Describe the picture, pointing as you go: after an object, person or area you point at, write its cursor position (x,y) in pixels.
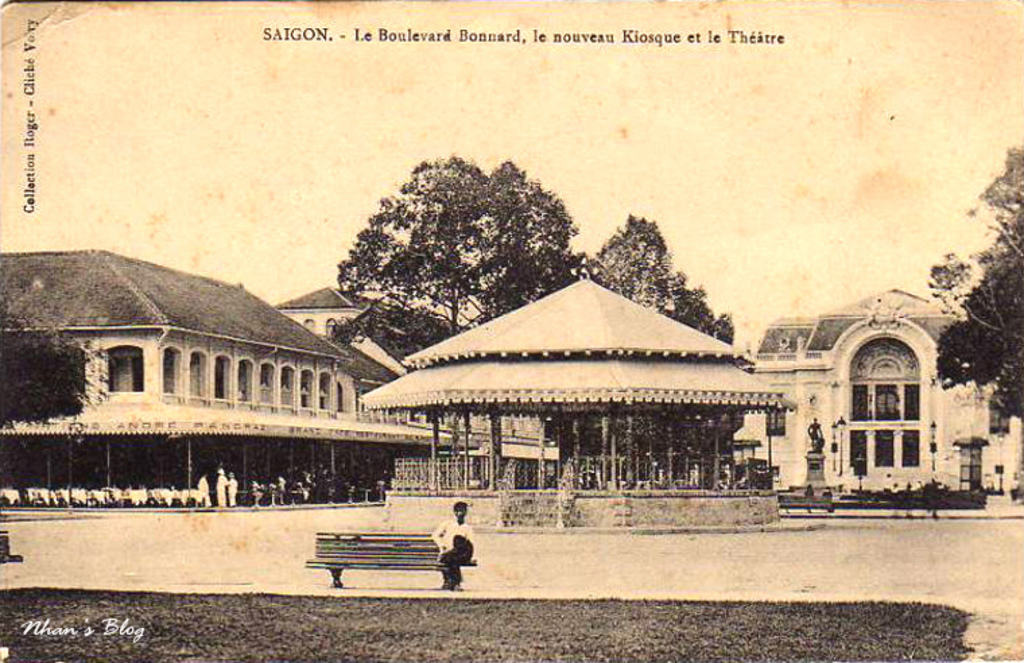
In this image, we can see photo of a picture. There are buildings (189,322) and trees (670,278) in the middle of the image (632,245). There is a person (471,561) at the bottom of the image (455,537) sitting on the bench (395,541) in front of the shelter (521,513). There is a sky (308,122) and some text (673,33) at the top of the image (310,31).
